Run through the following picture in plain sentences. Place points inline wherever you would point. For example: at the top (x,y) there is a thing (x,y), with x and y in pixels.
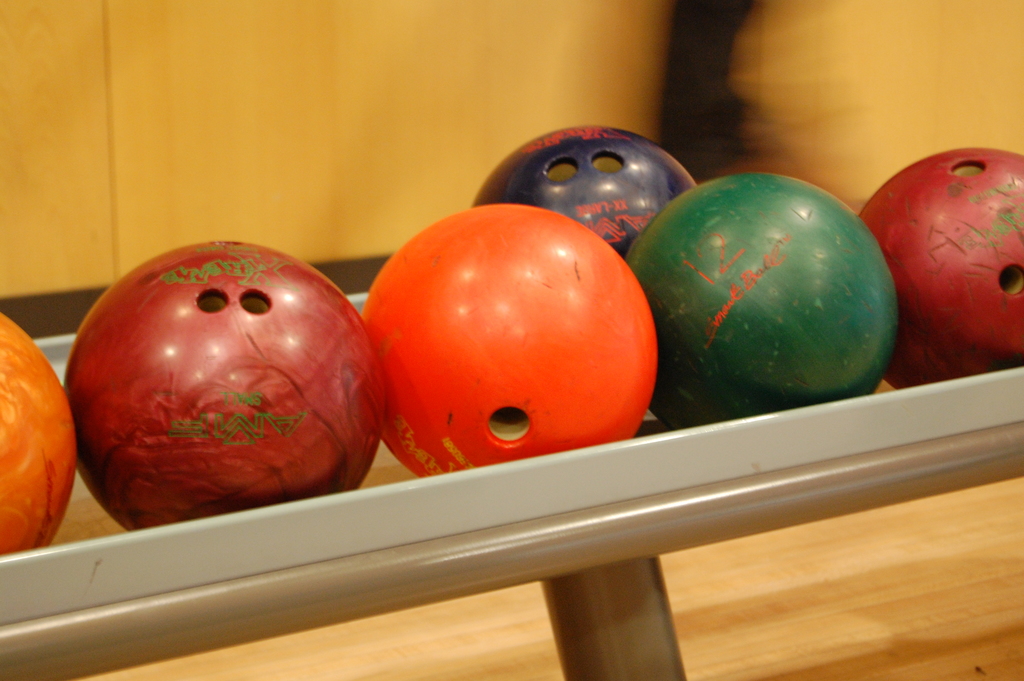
In the center of the image (542,240) there are balls (613,311). In the background of the image (279,48) there is a wooden wall (243,123). At the bottom of the image (792,610) there is a wooden surface (852,603).
